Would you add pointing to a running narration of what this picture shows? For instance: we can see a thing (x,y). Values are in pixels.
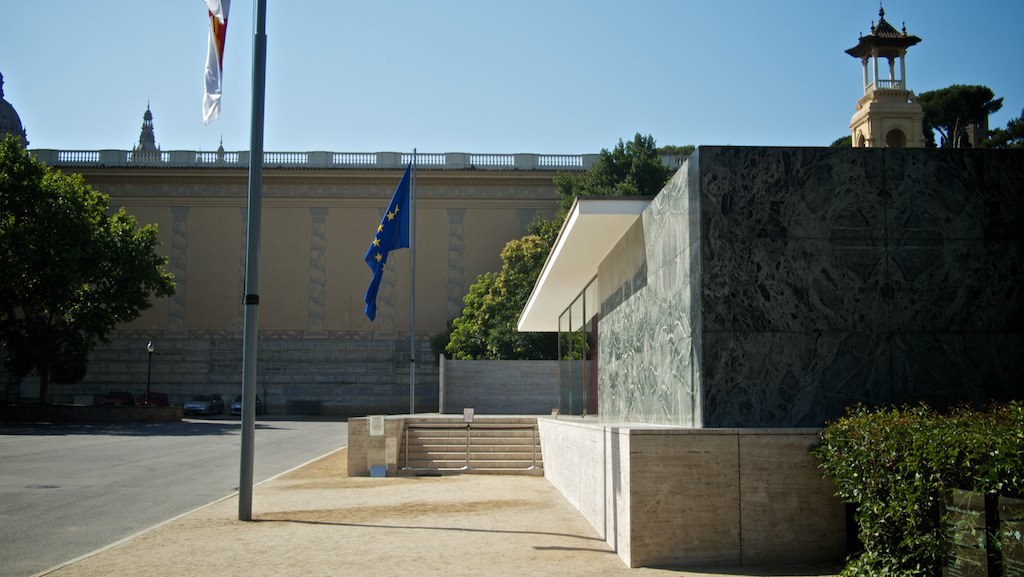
To the bottom of the image (418,509) there is a footpath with two flag poles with flags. And to the right corner (805,281) there is a building (611,260) with walls (698,501) and steps (489,438). To the right bottom corner (881,480) there is a plant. And to the left side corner there is a tree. Beside the tree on the road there are few cars (108,397). In the background (130,382) there is a big wall (337,398) and to the right top corner (891,38) there is a tower (876,48). To the top of the image (470,68) there is a sky (553,24).
